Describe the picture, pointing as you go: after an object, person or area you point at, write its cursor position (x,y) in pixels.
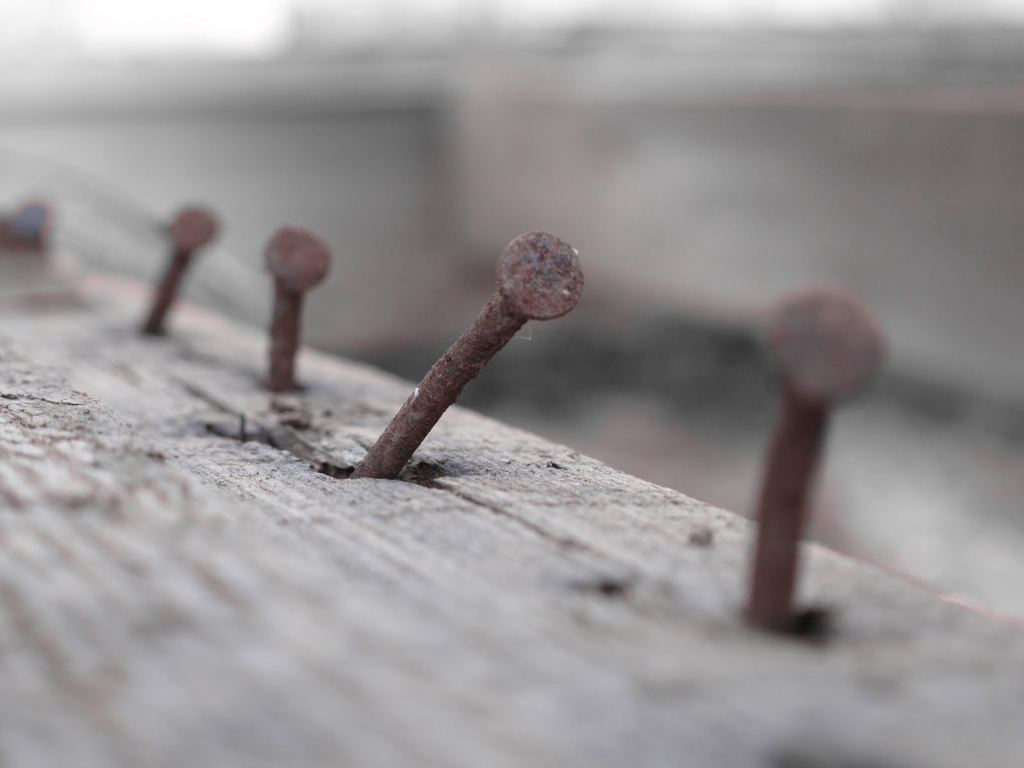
In this picture we can see nails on a wooden surface (367,643) and in the background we can see it is blurry.
